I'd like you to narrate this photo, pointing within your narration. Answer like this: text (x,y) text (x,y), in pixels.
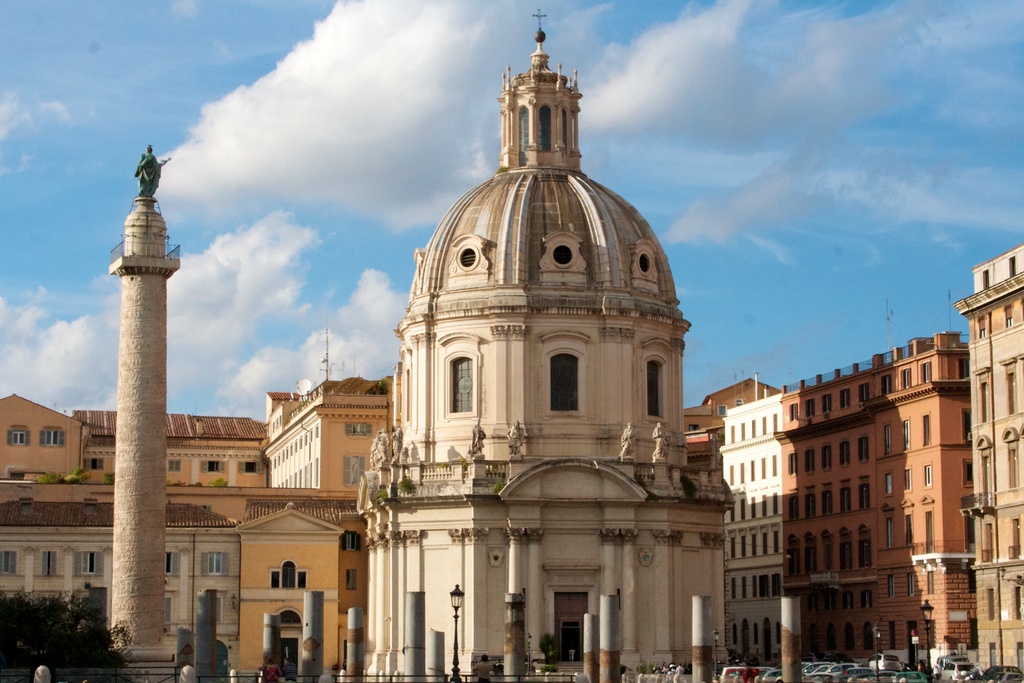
Here we can see buildings (562,448), sculptures (624,431), trees (106,627), poles (699,637), persons (478,679), and vehicles (739,672). In the background (800,183) there is sky (305,157) with clouds (315,106).
